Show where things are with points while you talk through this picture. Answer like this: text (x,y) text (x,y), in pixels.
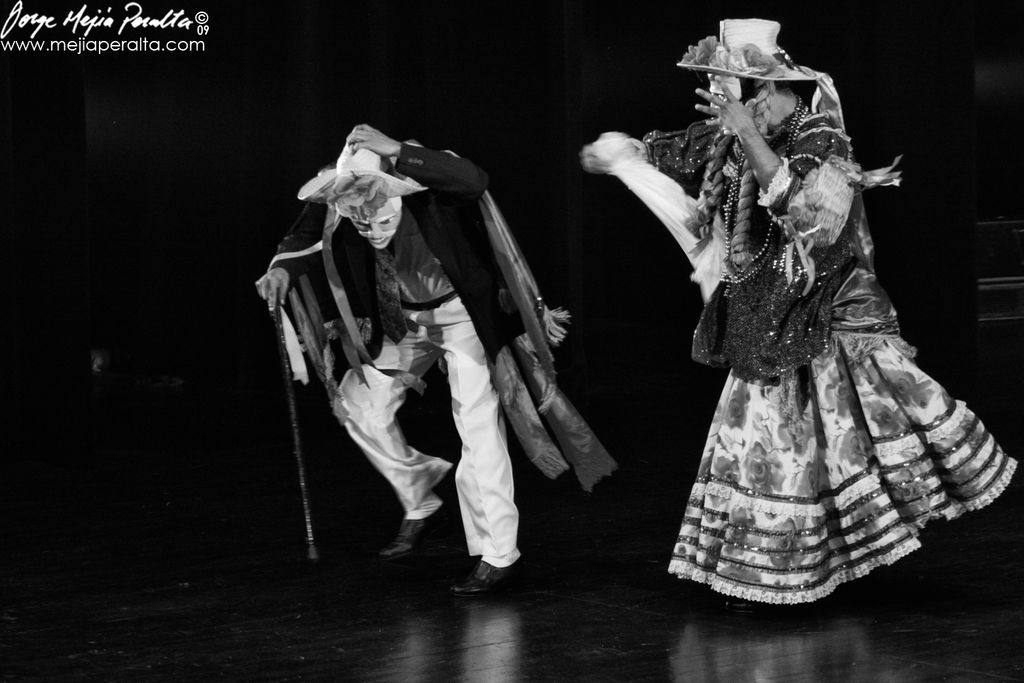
This is black and white picture of two persons (368,378) in dance costume (475,505), mask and hat (756,42) dancing on stage (629,524).
